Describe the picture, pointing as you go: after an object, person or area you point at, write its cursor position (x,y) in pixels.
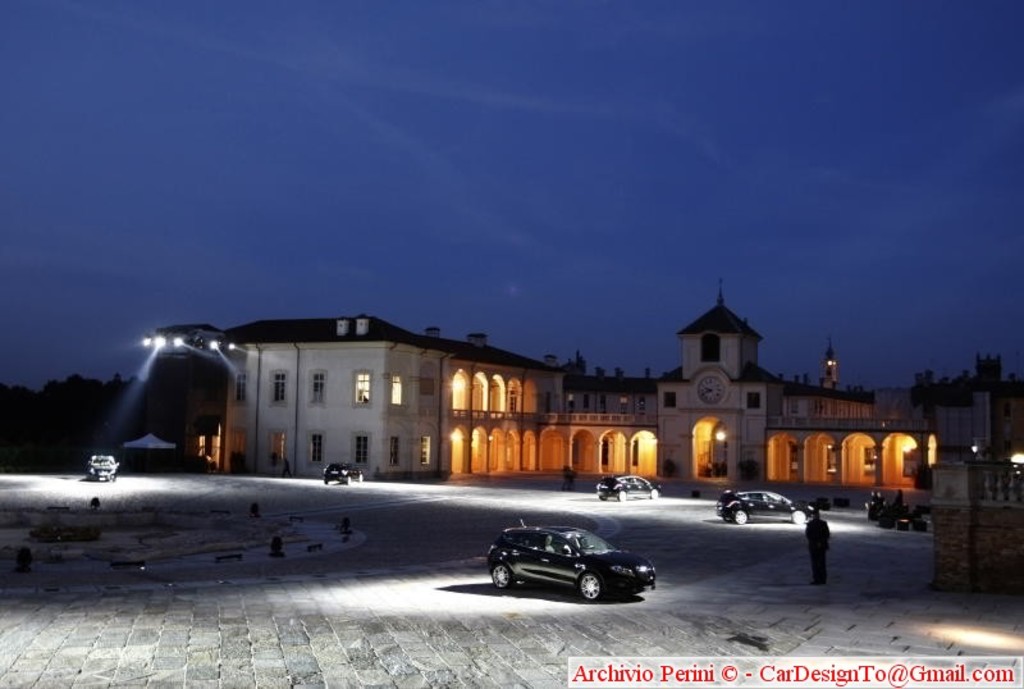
In this image, there are pillars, walls (517,460), building (587,465), lights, windows (280,462), pipes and railings (779,421). At the bottom of the image (534,571), we can see vehicles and person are on the path (425,636). In the bottom right corner (775,671), there is a watermark (723,678) in the image. In the background (928,349), there are trees (60,401) and the sky (431,324).
